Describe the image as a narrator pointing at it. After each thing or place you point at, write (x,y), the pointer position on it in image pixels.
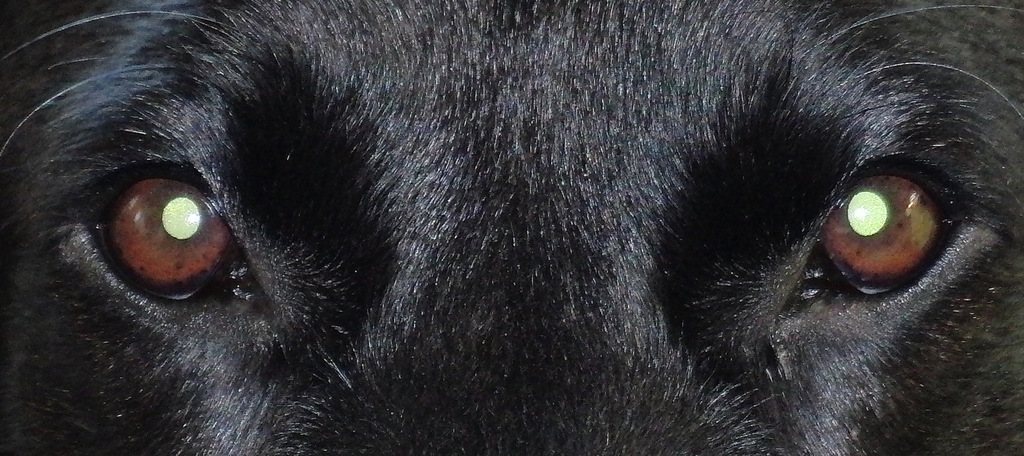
In this image we can see the eyes (199,191) of an animal (471,170).
